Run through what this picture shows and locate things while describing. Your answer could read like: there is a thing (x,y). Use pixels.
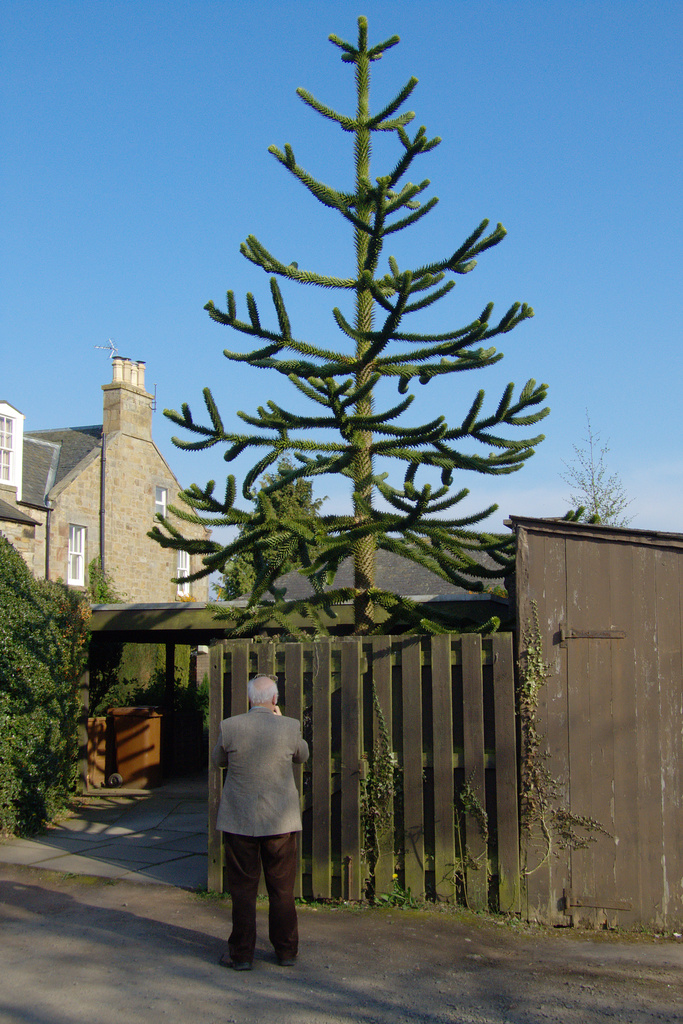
In this image there is the sky (139,208) towards the top of the image (169,219), there is a building (140,493) towards the left of the image (115,480), there are windows (188,587), there is a wall (554,777) towards the right of the image (610,728), there is a tree (232,573), there are plants (38,695) towards the left of the image (77,638), there is a man (264,789) standing, there is road (200,1004) towards the bottom of the image (464,976).
